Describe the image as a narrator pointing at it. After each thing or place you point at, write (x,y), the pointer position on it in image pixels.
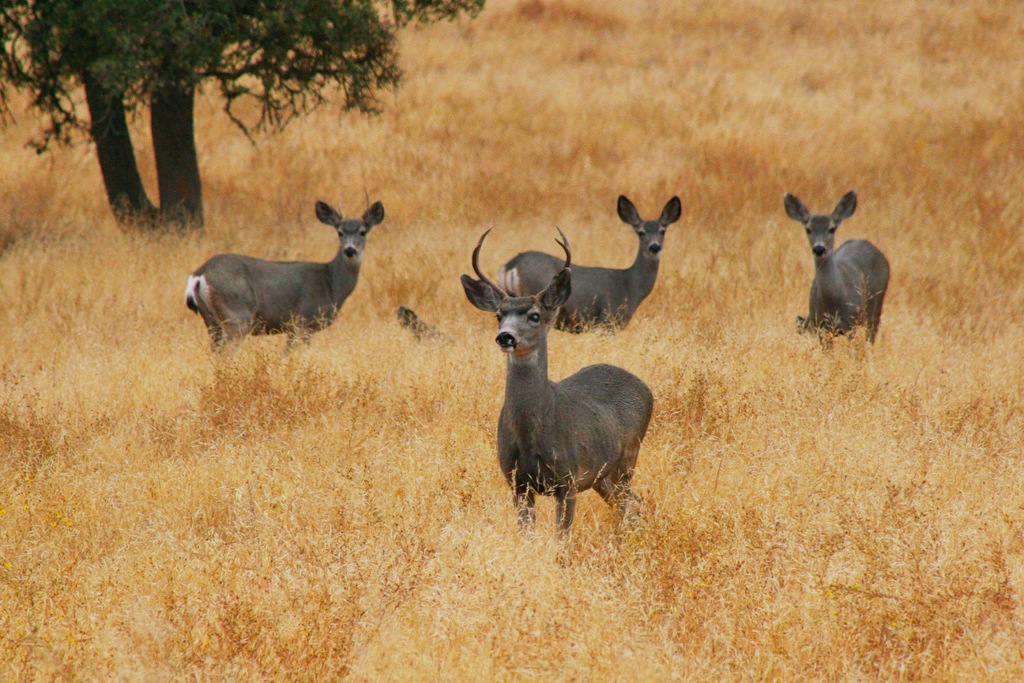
In this image there are deer (290,272) standing on the ground (503,561). Around them there are plants (780,497) and grass (440,593) on the ground (183,493). In the top left (116,77) there is a tree (120,139) in the image.
